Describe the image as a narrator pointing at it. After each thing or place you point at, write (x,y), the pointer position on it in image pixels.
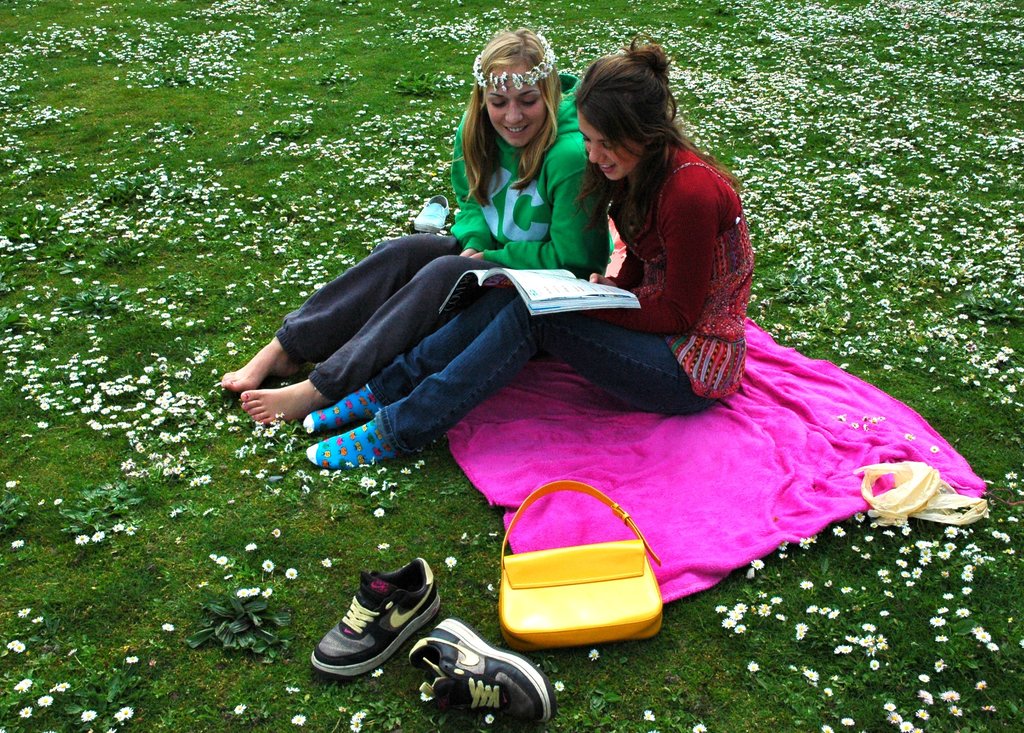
In the image there are two woman (622,213) looking at book (555,312). Who are sitting on pink color cloth (734,433), on pink color cloth (738,450) we can see a hand bag (618,550) and a cloth (909,506) in middle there are pair of shoes (375,624), plants (237,620). At bottom (355,504) there is a grass (181,90).
